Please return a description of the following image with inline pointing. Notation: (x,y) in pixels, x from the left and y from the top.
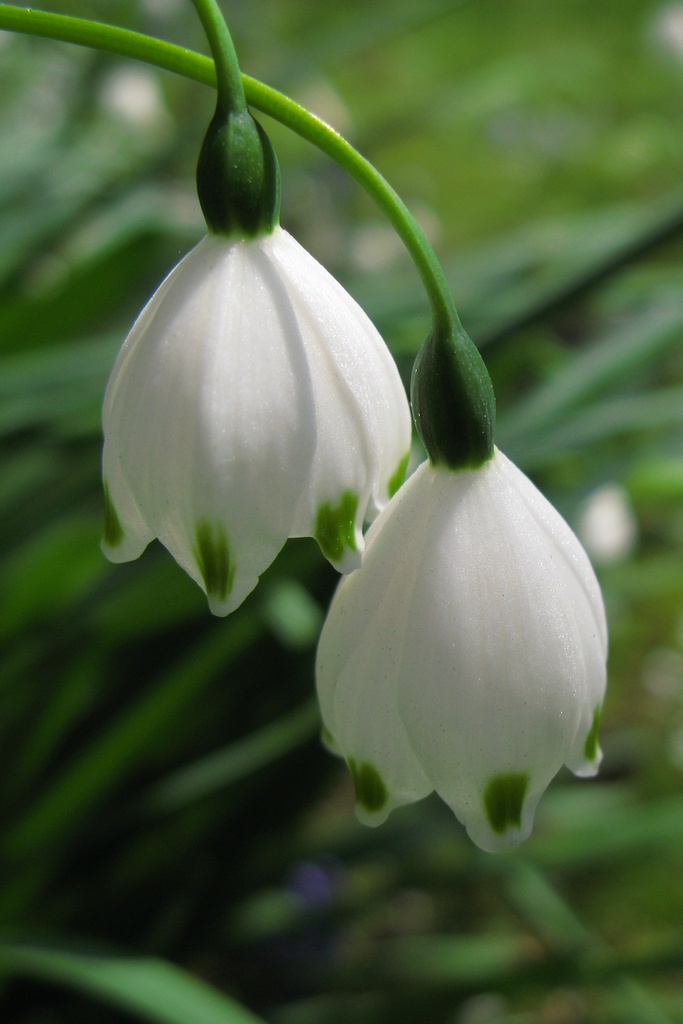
In this image we can see the flowers (275,422) to the stems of a plant (387,441).
